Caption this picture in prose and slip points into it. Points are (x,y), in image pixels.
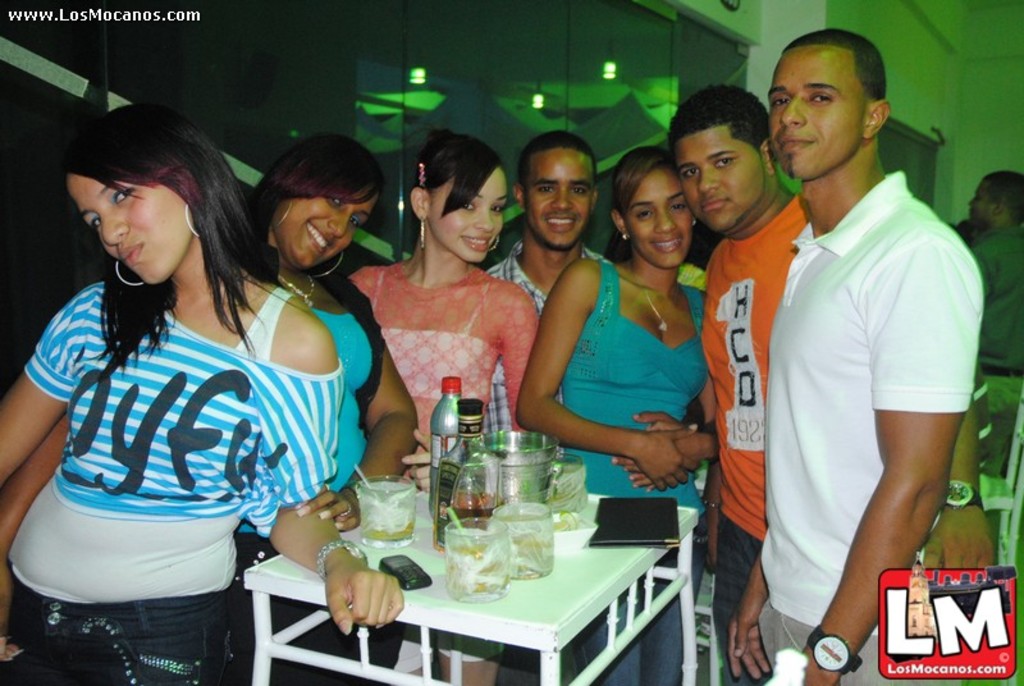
There are few people (403,300) here standing and giving pose to camera. On the table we can see water bottle (436,472), glasses (468,551) and wine bottle (481,516).
